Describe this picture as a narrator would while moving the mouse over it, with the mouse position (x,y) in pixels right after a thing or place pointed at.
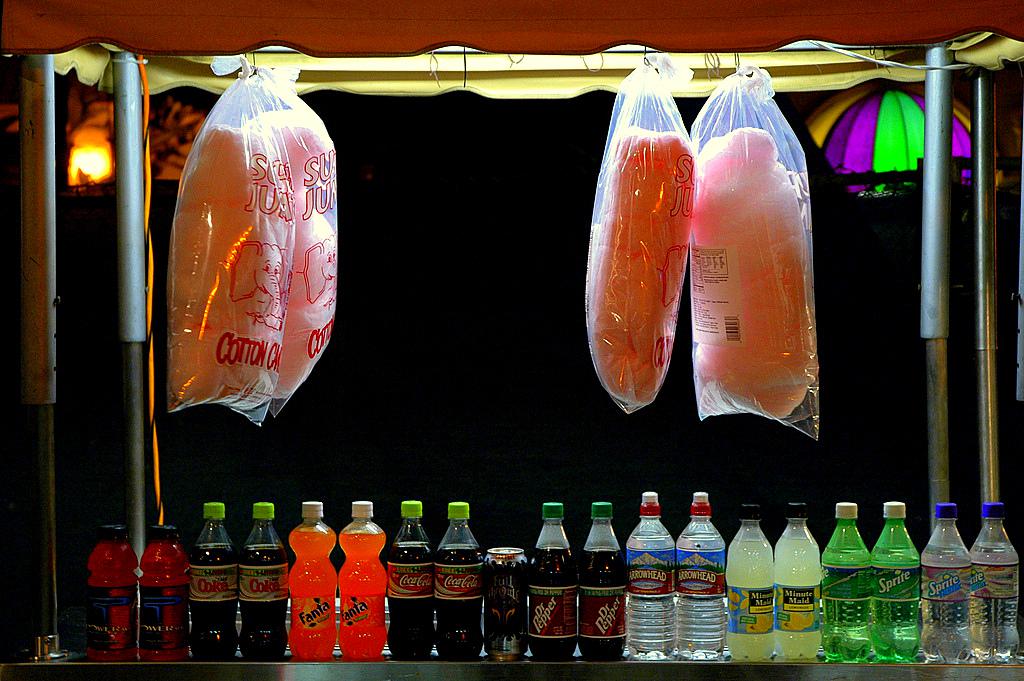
In this image I can see bottles (423,583), tin (493,598) and some covers (719,237). In the background (94,145) there is a light (96,163).
